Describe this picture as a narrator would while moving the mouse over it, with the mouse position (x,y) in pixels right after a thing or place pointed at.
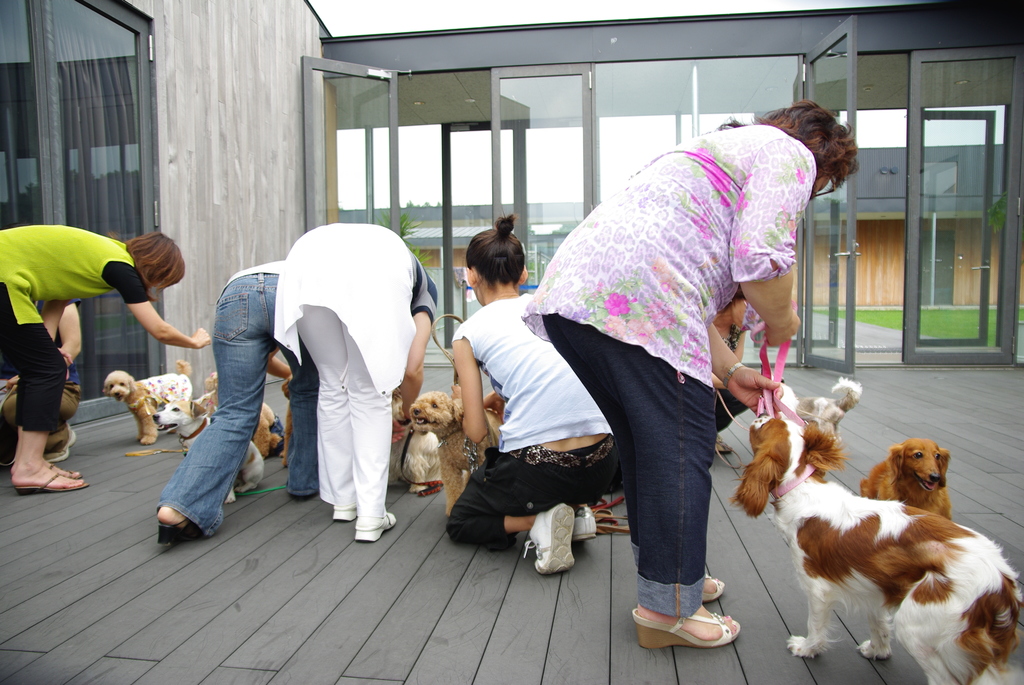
In the image there are few women (296,407) leaning forward holding dogs (457,474) on the wooden floor (372,677) and in the back (398,197) there are glass walls (84,145).
